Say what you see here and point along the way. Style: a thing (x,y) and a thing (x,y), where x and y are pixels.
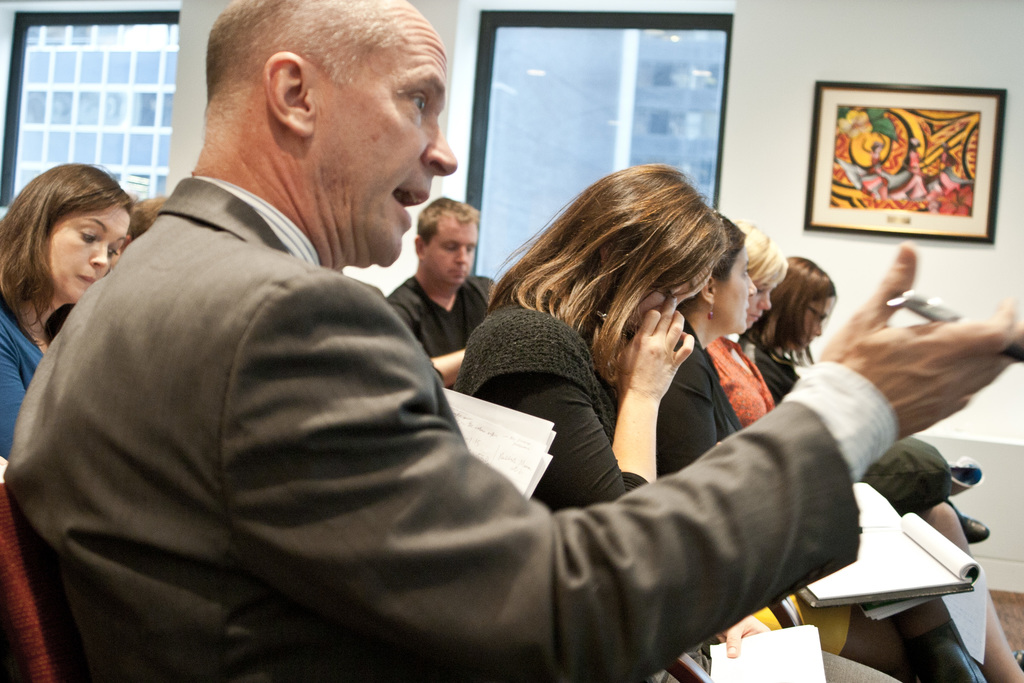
In this image there are a few people (692,477) sitting in chairs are holding pens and books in their hands (900,357), beside them there are photo frames (903,112) and glass windows (608,119) on the wall (182,98), through the window (130,133) we can see other buildings (151,120) and a pole (624,131).
